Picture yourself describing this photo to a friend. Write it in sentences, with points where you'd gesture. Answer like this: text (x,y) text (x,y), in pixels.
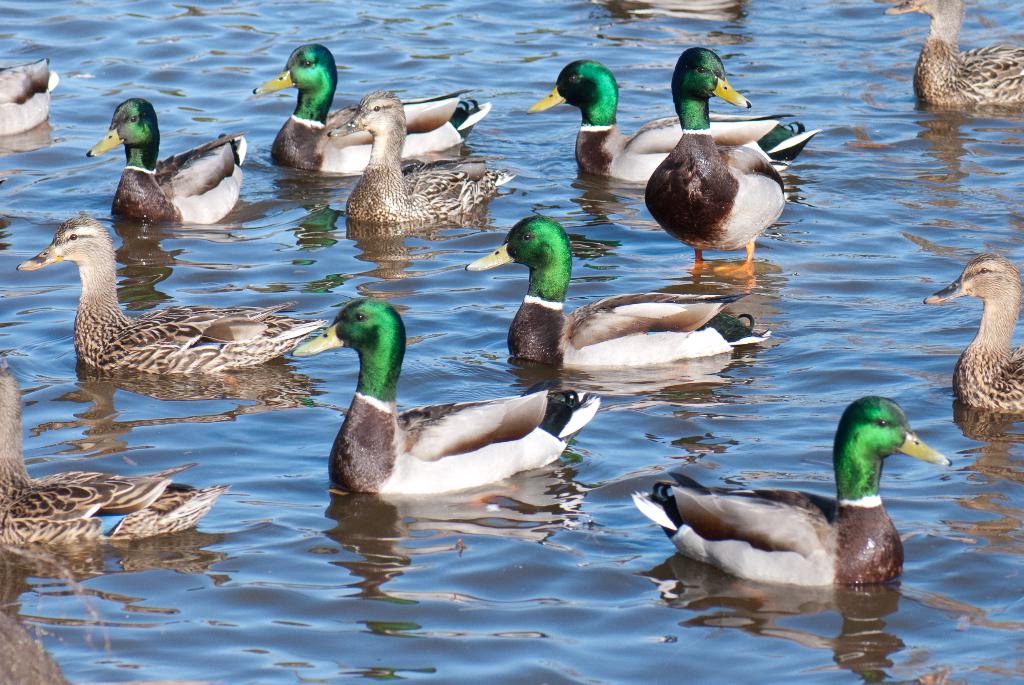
In the image there are many ducks (385,193) floating on the water surface (746,361).
